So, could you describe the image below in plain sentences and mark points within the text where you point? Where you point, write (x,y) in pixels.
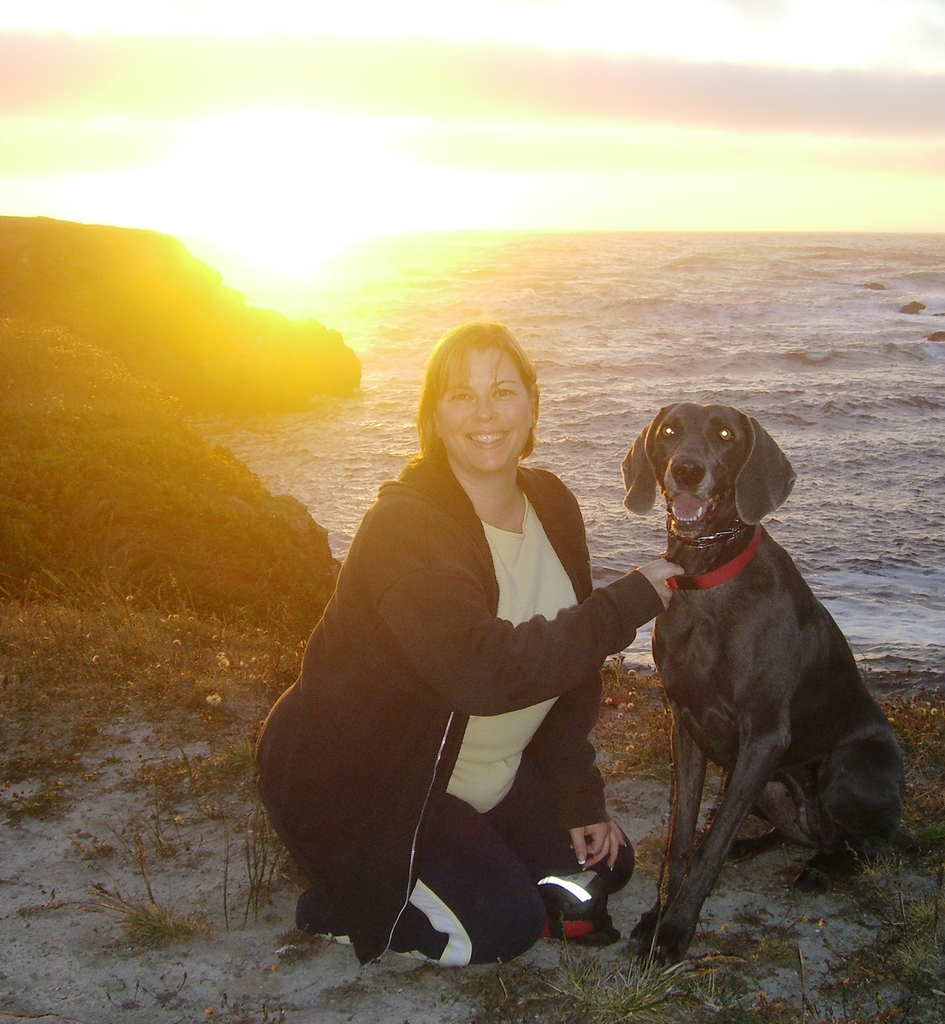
This picture is clicked outside the city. In front of the picture, we see woman (381,655) in black jacket (432,711) is in squat position and she is smiling. Beside her, we see a dog (771,593) in black color and it has red belt (728,573) around its neck (726,551) and she is holding the belt (679,582). Behind them, we see a water (710,319) in ocean (478,285). To the left (193,598) corner of the picture, we see shrubs (127,494) and behind that, we see sun (260,244).
